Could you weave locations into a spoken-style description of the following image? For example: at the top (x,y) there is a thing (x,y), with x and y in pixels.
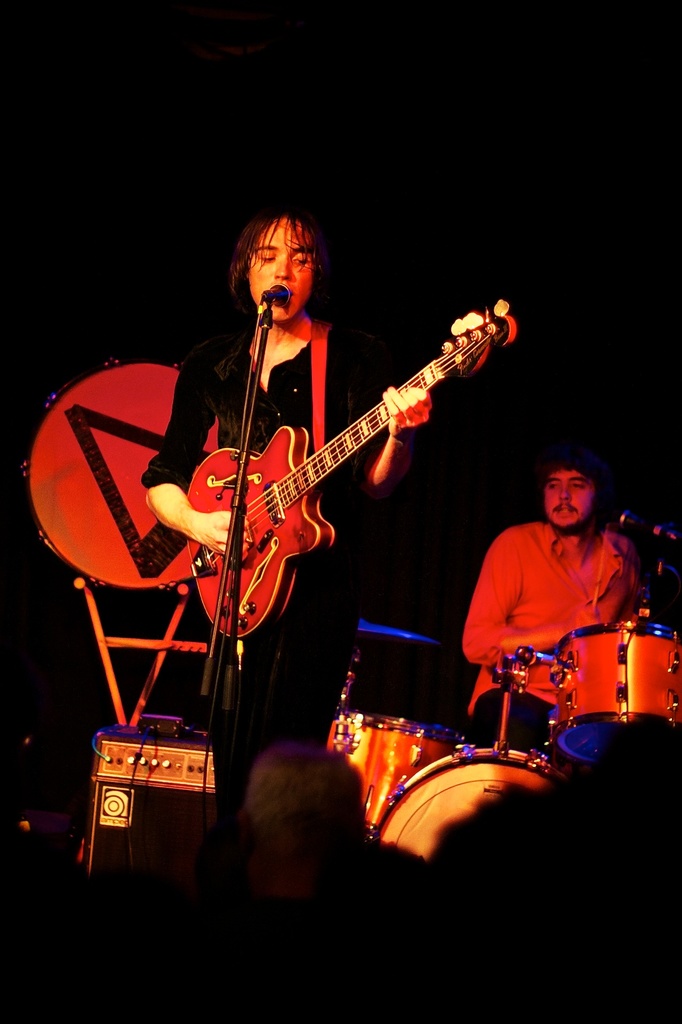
In the picture there are two persons (272,435) in which one person (300,271) is playing guitar (267,583) and singing in a microphone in front of him another person (538,575) is sitting and playing drums (404,784) there are speakers (195,771) near to the person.
